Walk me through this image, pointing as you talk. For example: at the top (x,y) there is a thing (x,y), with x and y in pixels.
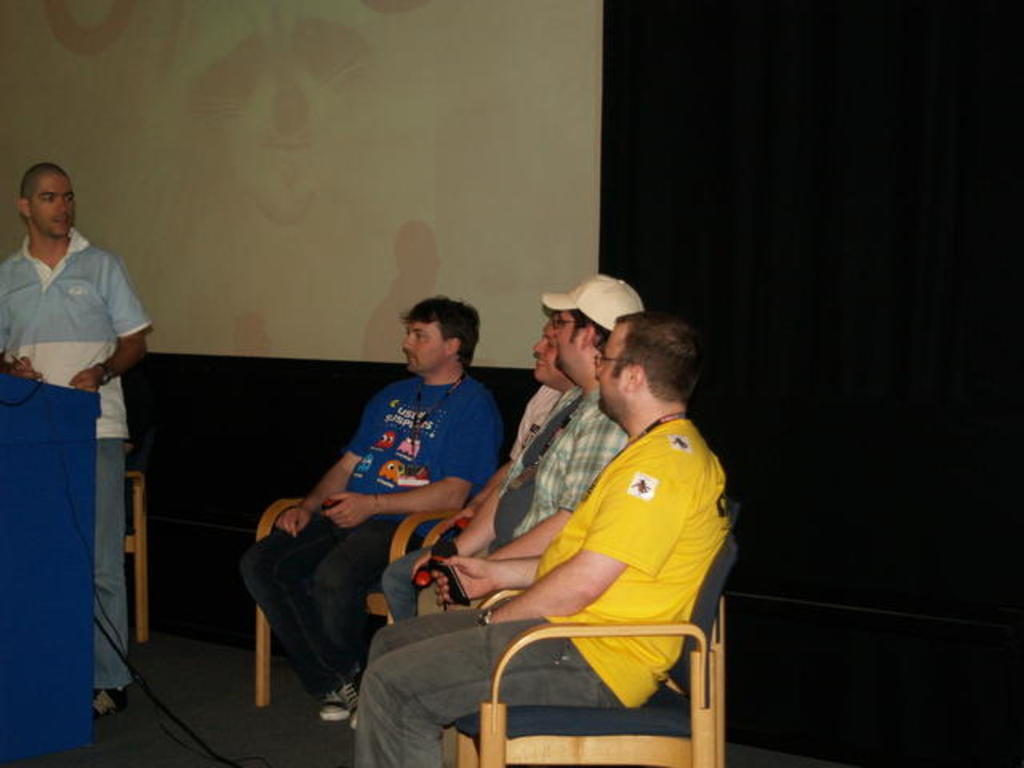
This picture is taken inside the room (499,521). In this image, on the right side (948,239), we can see black color. In the middle of the image (452,335), we can see four people (469,648) are sitting on the chair (688,687). On the left side (93,261), we can see a man (80,361) standing in front of the podium (2,401). On the podium (22,425), we can also see an electric wire (42,383). In the background (165,290), we can see a chair (141,491), screen (242,318) and black color. At the bottom (136,673), we can also see an electric wire (172,717).
